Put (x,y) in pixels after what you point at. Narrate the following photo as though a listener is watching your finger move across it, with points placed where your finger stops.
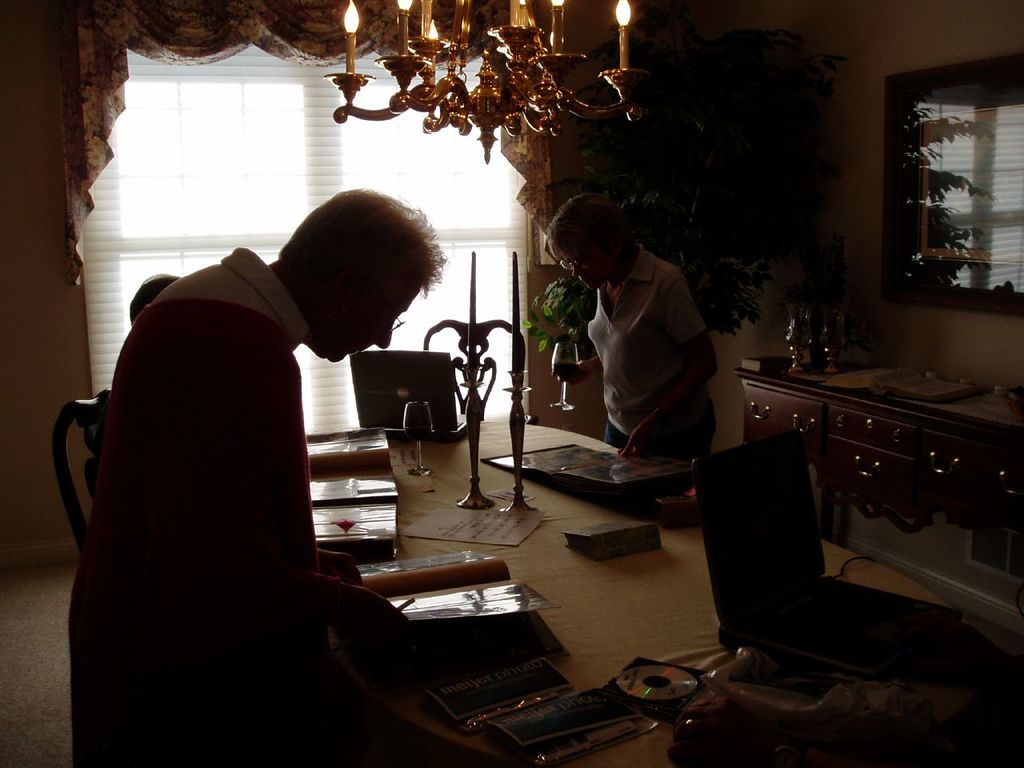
In this picture we can see a man (307,668) and a woman (600,338) standing on the floor (56,603). She is holding a glass (565,400) with her hand (601,377). This is table (571,581). On the table (592,575) there is a laptop (387,379), glass (405,419), books (392,467), and papers (500,527). And on the background (291,123) there is a window (252,154) and this is curtain (207,42). Here we can see candles (553,13). And this is plant (665,174).
